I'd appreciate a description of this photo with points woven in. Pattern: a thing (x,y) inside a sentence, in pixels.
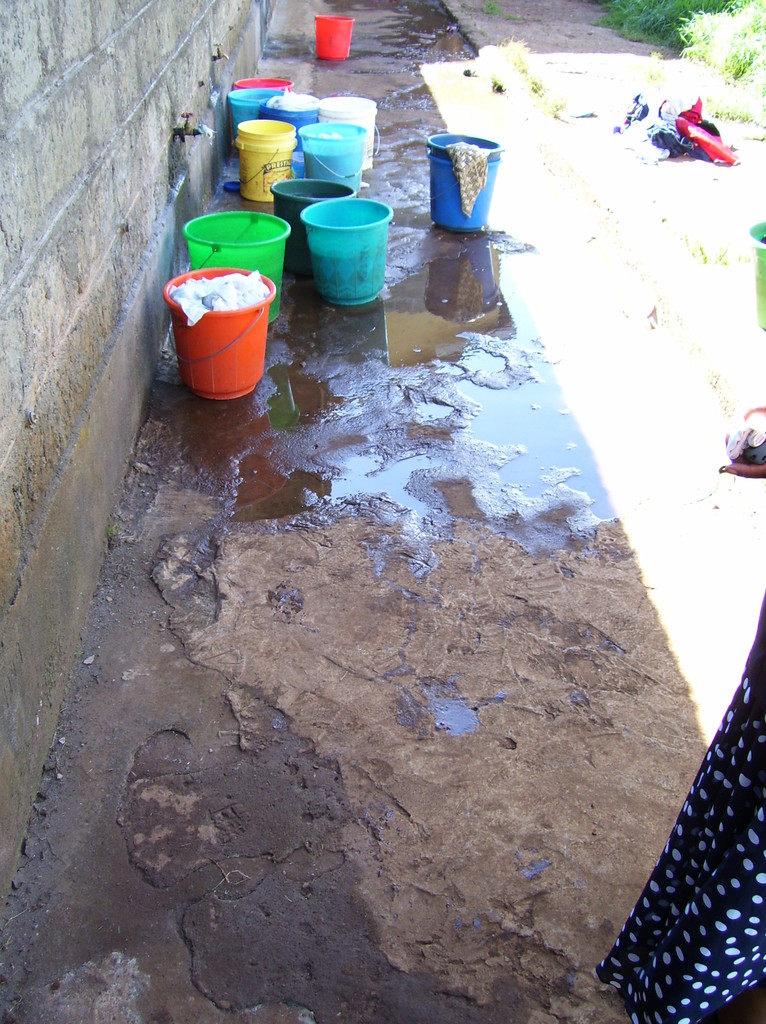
In this picture I can observe different colors of buckets (330,220) placed on the land (314,448). On the left side (38,301) I can observe wall (31,129).
